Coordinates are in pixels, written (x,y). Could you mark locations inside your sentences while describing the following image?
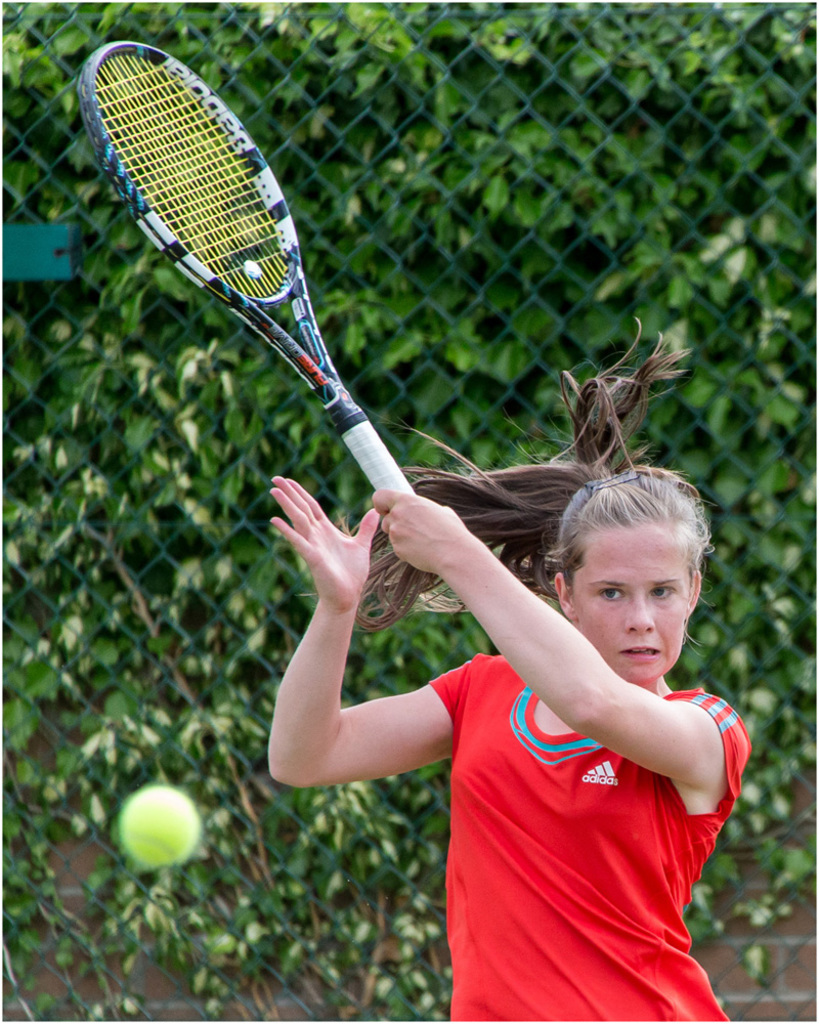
This is a image of a woman (491,1009) who is standing and holding a tennis racket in her hand (402,544) and there is a ball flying in the air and at the background (484,406) there are some leaves (617,150) and a iron grill (446,79).
